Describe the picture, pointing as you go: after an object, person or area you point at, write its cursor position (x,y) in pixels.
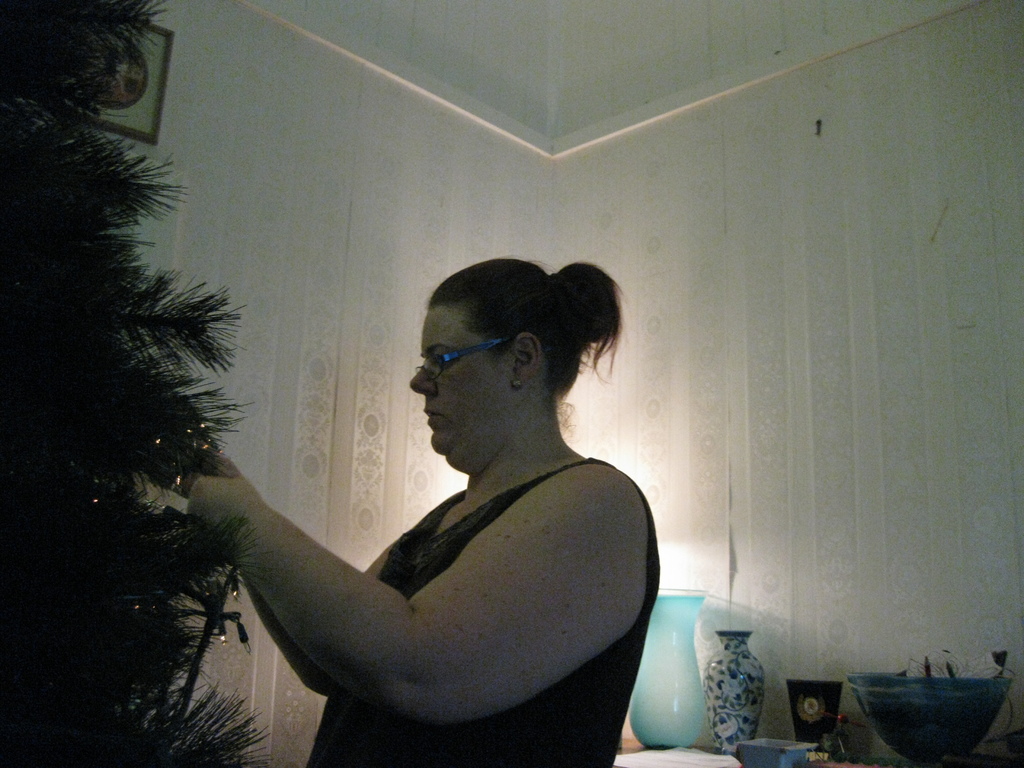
In this image we can see a lady (328,563) decorating a Christmas tree (126,363), there is a vase (719,658), a jar (735,687), bowl (892,695), and some other objects (805,739) on the table (676,767), also we can see a photo frame (127,124) on the wall (289,97).
